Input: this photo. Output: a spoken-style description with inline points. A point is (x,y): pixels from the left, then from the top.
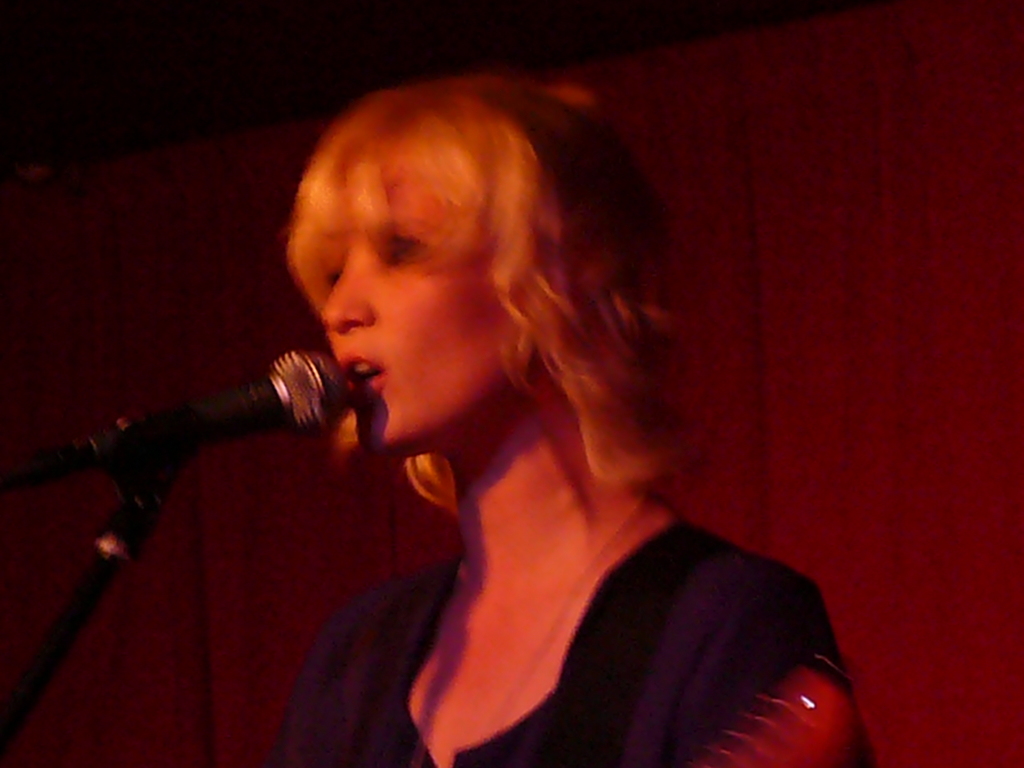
As we can see in the image there is a wall (909,295), light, mic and a woman (513,559) wearing black color dress (548,727).
